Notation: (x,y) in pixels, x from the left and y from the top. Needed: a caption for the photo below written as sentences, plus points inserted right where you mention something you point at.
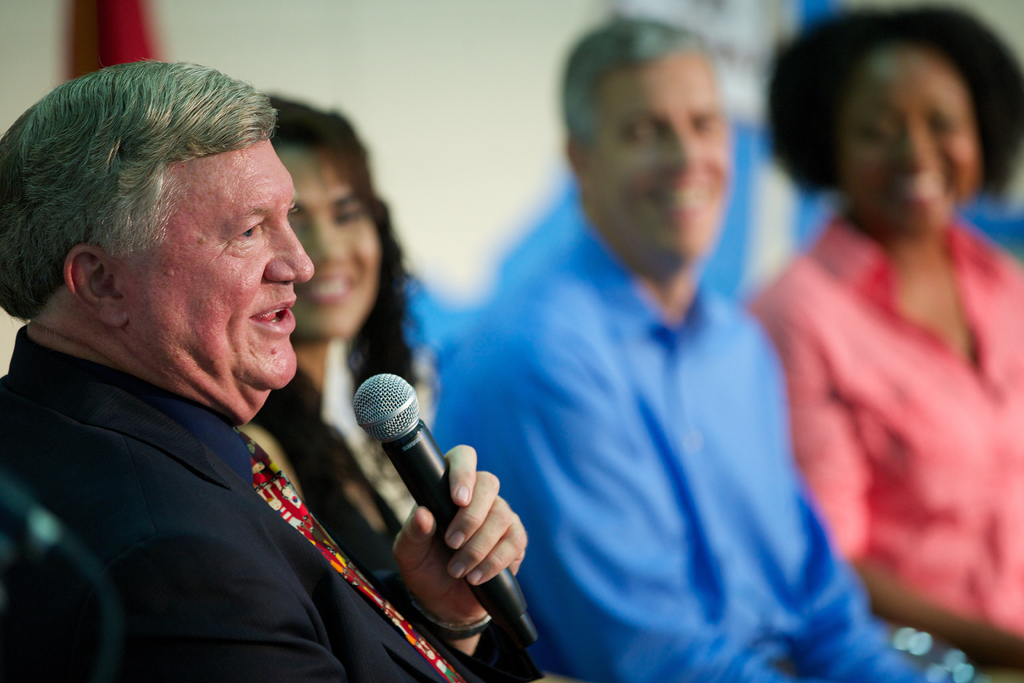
In this image i can see a man (116,305) sitting and holding a microphone (412,388) and talking at the background (320,361) i can see two women (302,333) and a man (540,484) sitting.
